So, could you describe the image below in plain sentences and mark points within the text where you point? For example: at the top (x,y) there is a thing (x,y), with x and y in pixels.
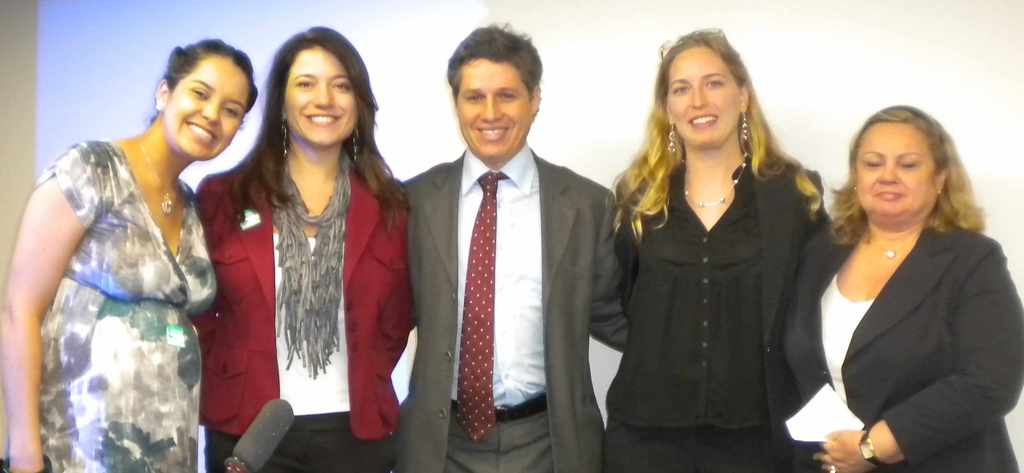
In this image I can see in the middle (590,225) a man (582,207) is standing, he wore tie (490,364), shirt (521,276), coat (556,339), trouser (541,423). There are girls (353,269) on either side of him and smiling. Behind them there is the projector screen (82,82).
